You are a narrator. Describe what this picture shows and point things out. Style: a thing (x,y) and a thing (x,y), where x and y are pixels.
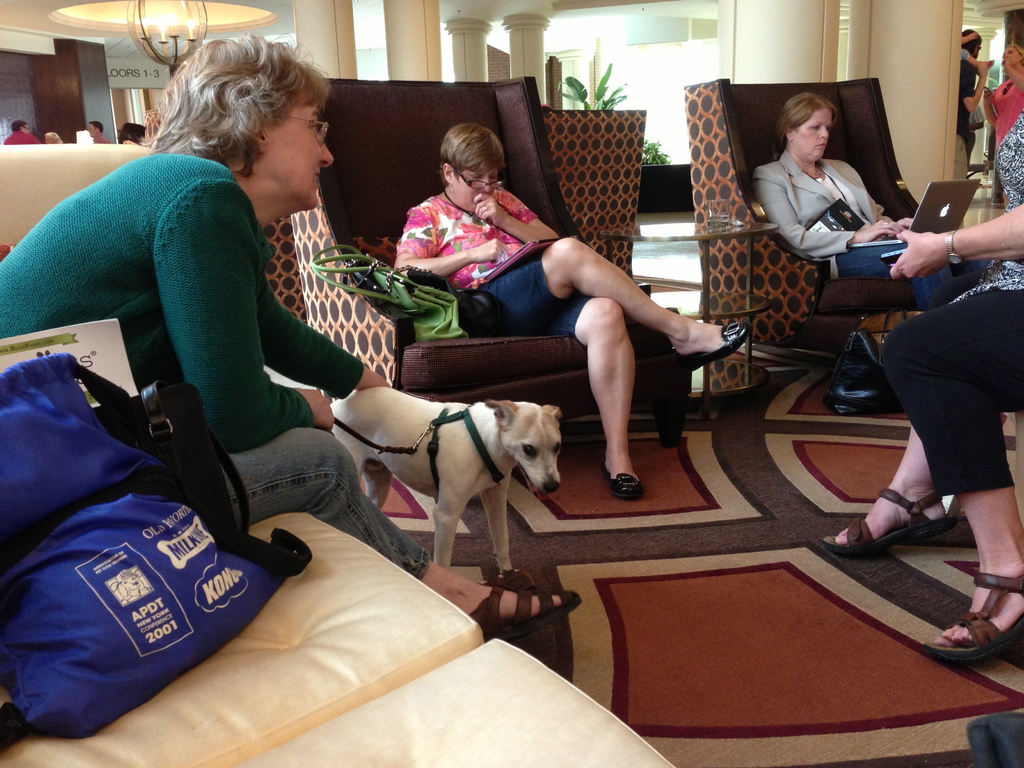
There are four women (577,255) sitting on the chairs (901,296). These are the bags (186,452) on the couch (249,649), This is the small dog (452,446). This is the laptop (936,204) on the women lap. This is a small glass table (683,226) with a tumbler (726,224) on it. Here I can see a black bag (884,393) placed on the floor (842,419). This look like a carpet (768,640) on the floor (789,635). At background (10,138) I can see people (963,93) standing at the corners of the image. These are the pillars (413,29). Here I can see trees (610,100).
